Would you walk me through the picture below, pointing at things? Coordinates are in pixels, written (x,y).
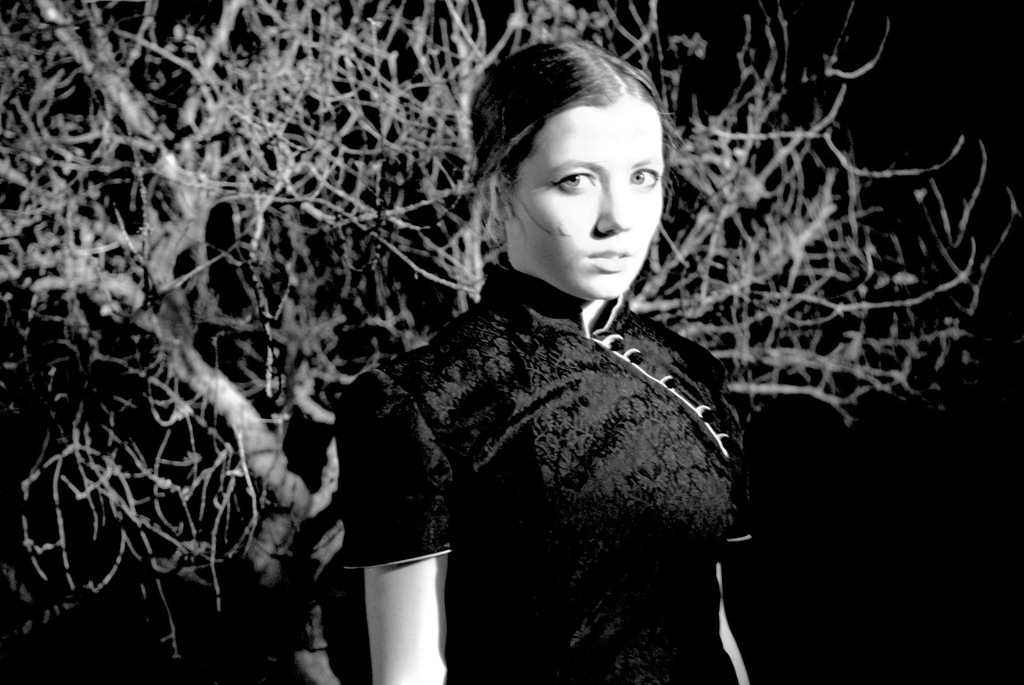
This is a black and white picture. I can see a woman (605,396), there is a tree (111,139), and there is dark background (907,16).
